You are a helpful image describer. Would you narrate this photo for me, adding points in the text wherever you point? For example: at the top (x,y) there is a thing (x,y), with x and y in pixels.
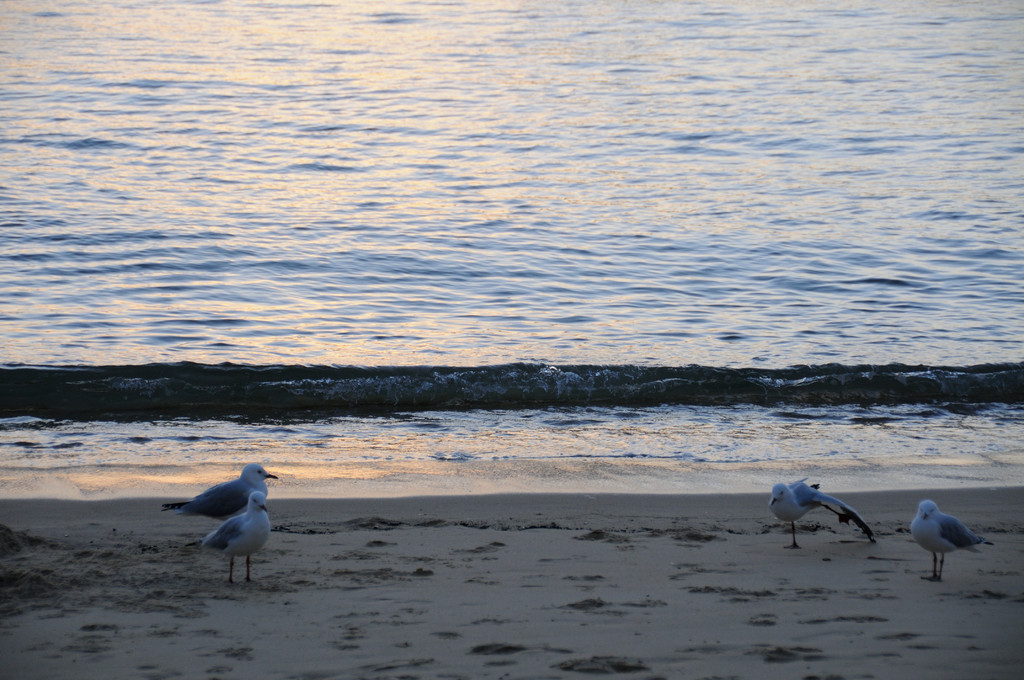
In the image there are four birds (260,532) standing on the beach (484,567) followed by ocean (797,284) behind it.
